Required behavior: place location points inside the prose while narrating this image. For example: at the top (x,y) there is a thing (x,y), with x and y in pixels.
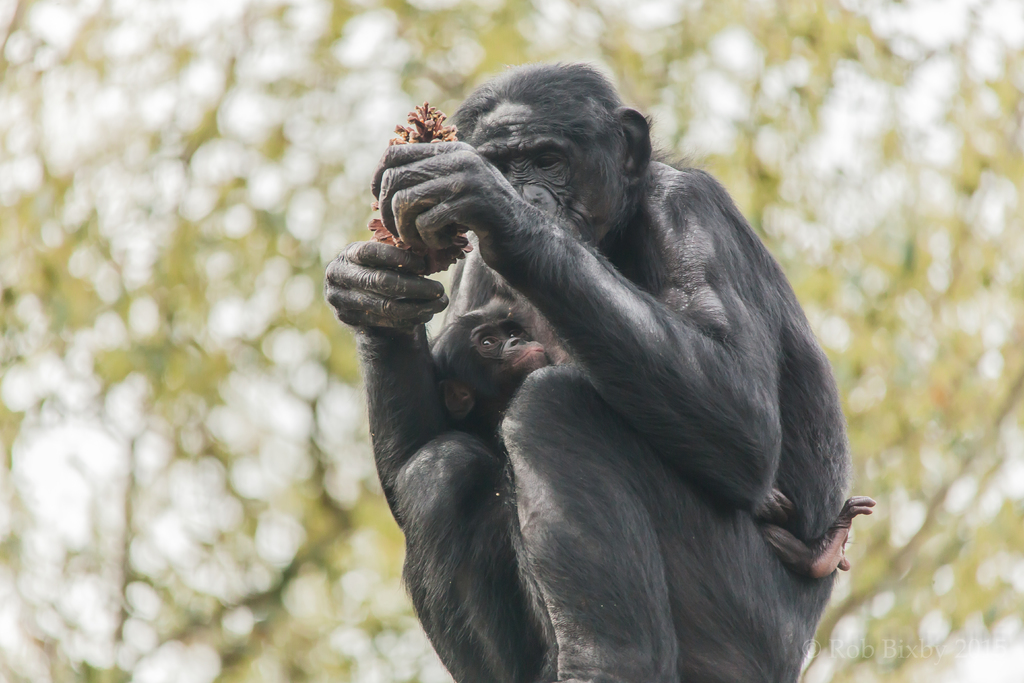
In the picture we can see a monkey (675,550) sitting and holding some things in the hand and on the monkey (654,175) we can see a baby monkey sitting on it and in the background (977,550) we can see a tree (216,275).
